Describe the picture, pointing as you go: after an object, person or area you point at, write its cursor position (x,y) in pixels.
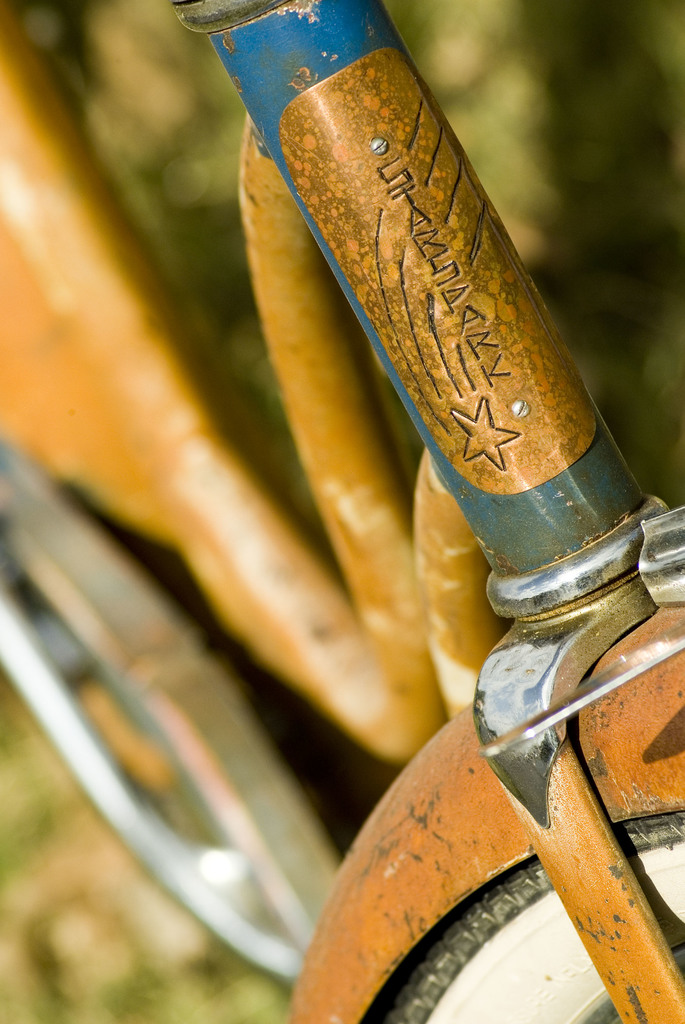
Here in this picture we can see a bicycle (211,575) present on the ground (152,903) over there and we can see something written in the front of it over there.
